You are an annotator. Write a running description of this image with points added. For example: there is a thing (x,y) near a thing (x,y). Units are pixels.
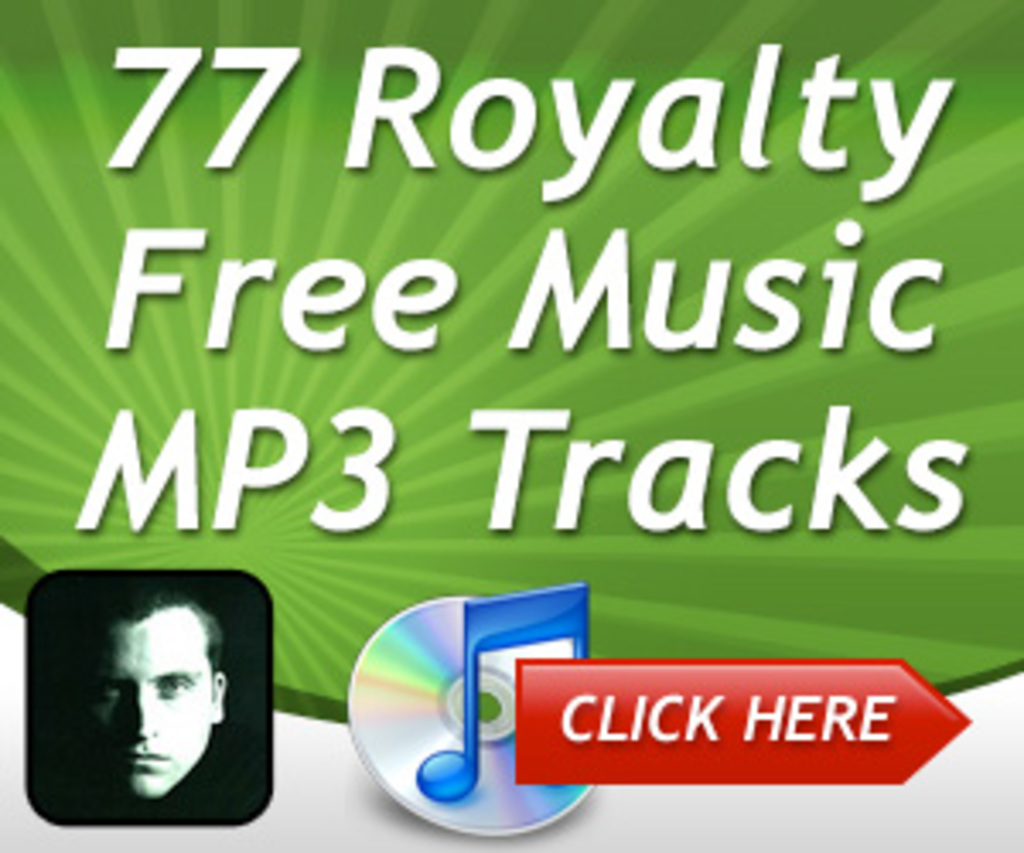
In this image, we can see a poster (452,546) with some image (150,638) and text (312,308).
